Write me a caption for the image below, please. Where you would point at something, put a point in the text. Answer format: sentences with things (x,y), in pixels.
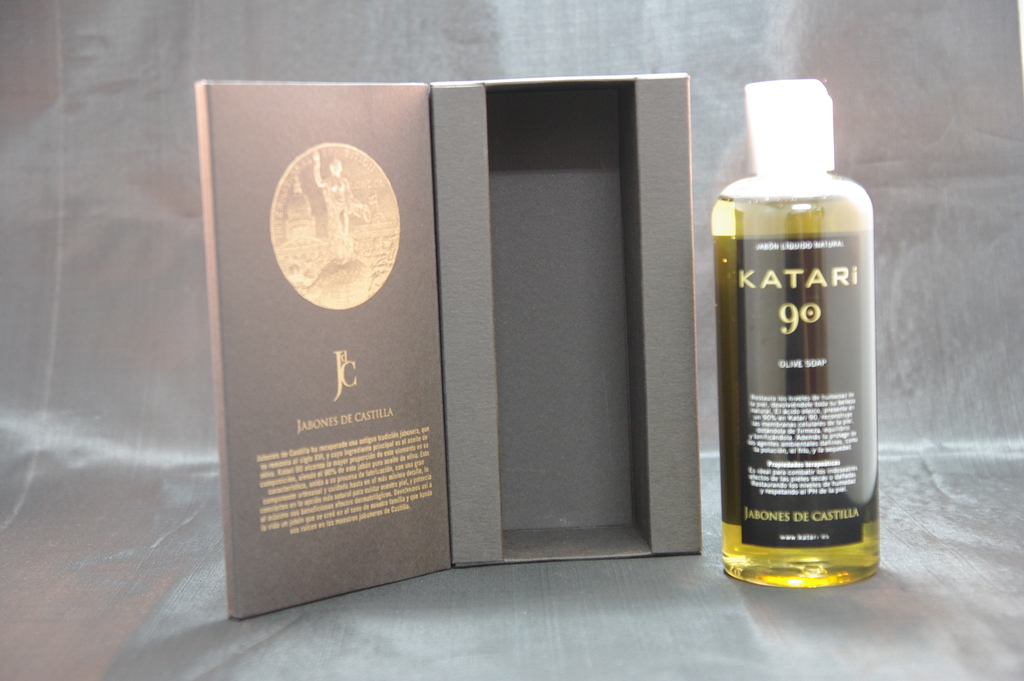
In this picture there is a black and yellow color soap bottle (799,374) on which "katari 90' Is written. Beside there is a black box (298,214) which is placed on the table (493,651). Behind there is a black cover (272,38) background (230,27).
